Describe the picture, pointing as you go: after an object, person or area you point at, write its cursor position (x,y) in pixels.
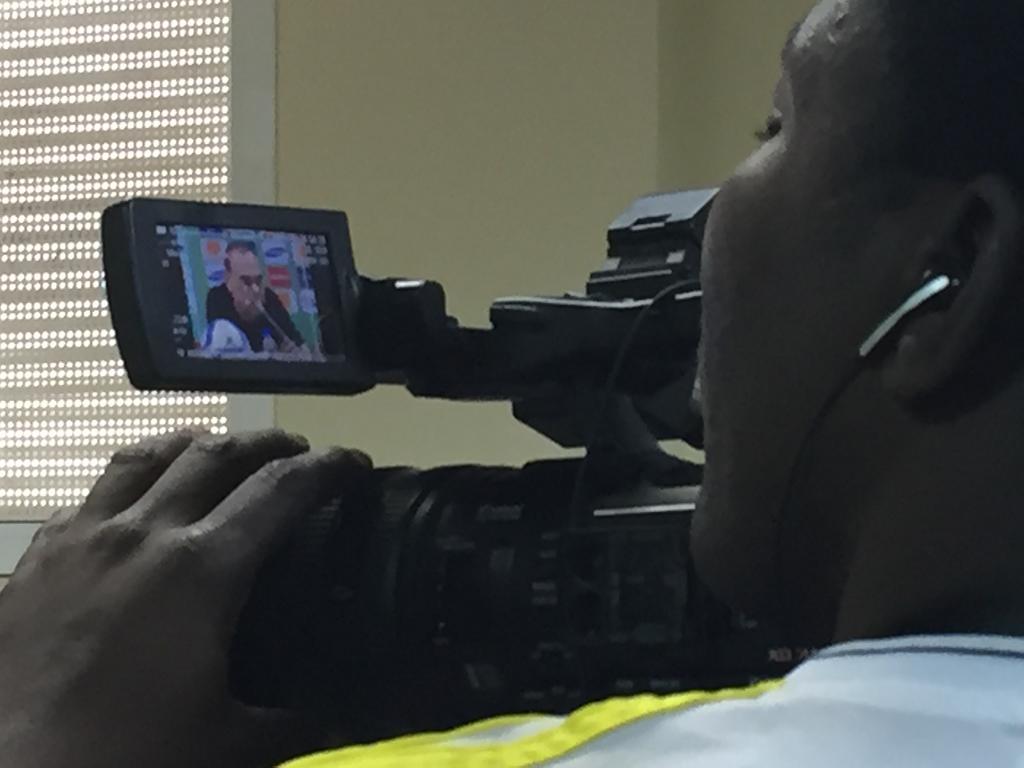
In this image a person (253,520) is holding a camera (637,605) and watching the video screen (340,330), listening the audio.
